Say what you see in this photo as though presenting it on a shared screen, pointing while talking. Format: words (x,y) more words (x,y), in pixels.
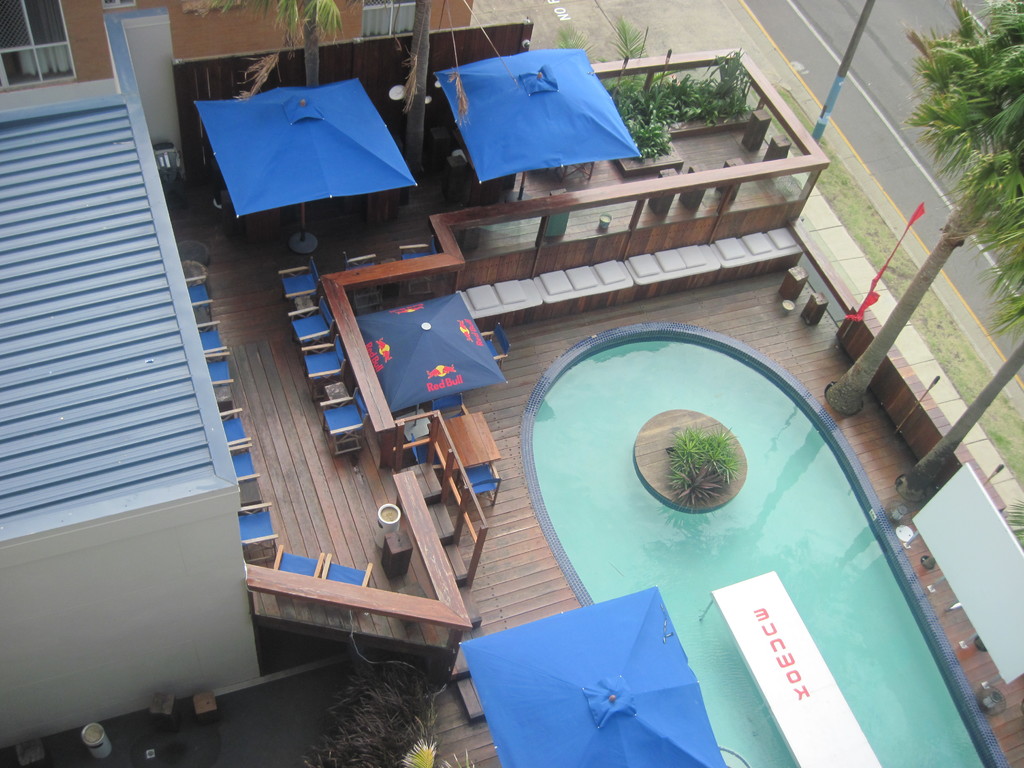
In this image, we can see umbrellas (570,153), rods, poles (867,3), trees (968,90), plants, chairs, tables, swimming pool (643,550) and walkway (509,503). Here we can see stairs (462,574), walls (201,43) and windows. Right side of the image (920,176), we can see the road (961,281) and grass (933,322).
